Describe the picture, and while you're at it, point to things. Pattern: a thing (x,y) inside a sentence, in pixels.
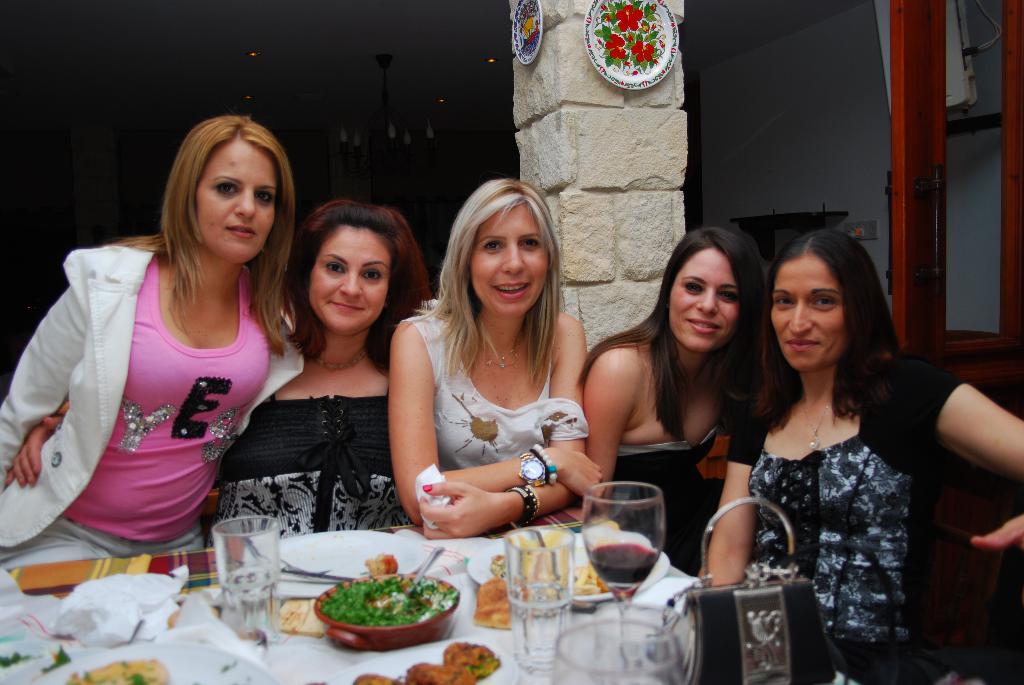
There are five ladies (202,193) sitting at the dining table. They all are smiling. On the dining table (591,618) there are plates (583,553), glasses (554,577), different kinds of foods (435,599), tissues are there. There is wine (618,564) in this glass (628,565). Here there is a bag (733,612). On the right (934,108) there is a door (934,106). On the pillar (605,104) decorated plates (609,77) are there. The background (328,65) is dark.
